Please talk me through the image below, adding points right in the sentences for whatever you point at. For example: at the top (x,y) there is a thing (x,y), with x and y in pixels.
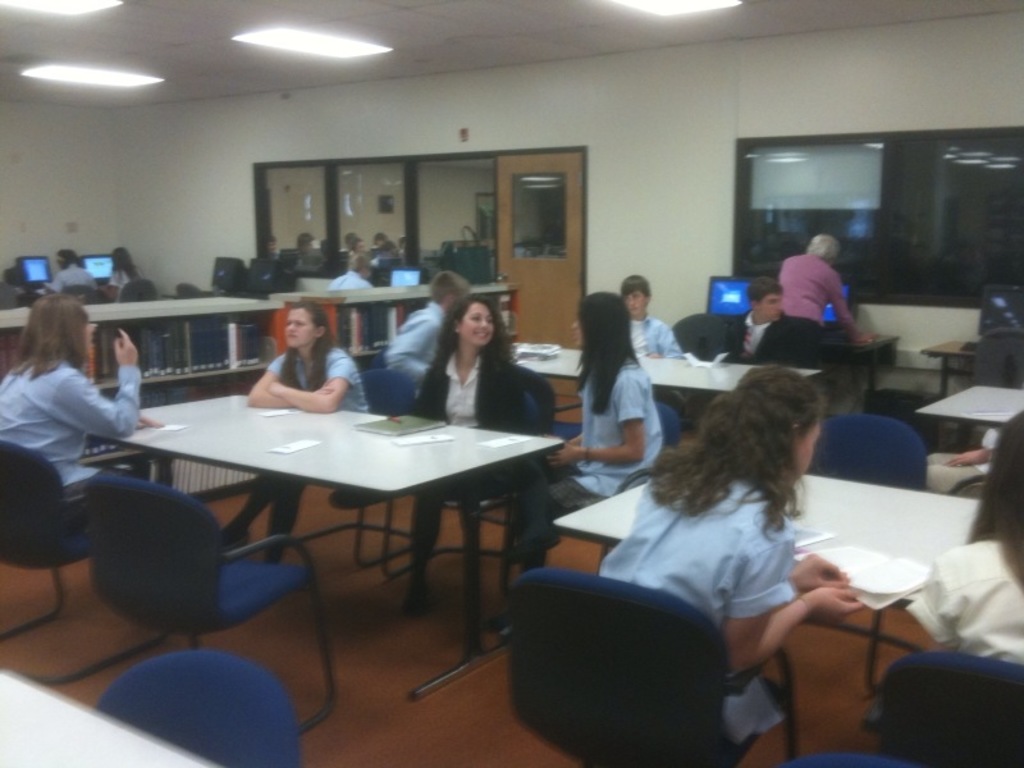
In this image there are group of people (646,324) sitting on the chair (693,650), in front of the people (702,599) there is a table (411,471) and there are book rack (206,345). At the background (537,286) we can see a door (536,226). There is a system (729,297) on the table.
